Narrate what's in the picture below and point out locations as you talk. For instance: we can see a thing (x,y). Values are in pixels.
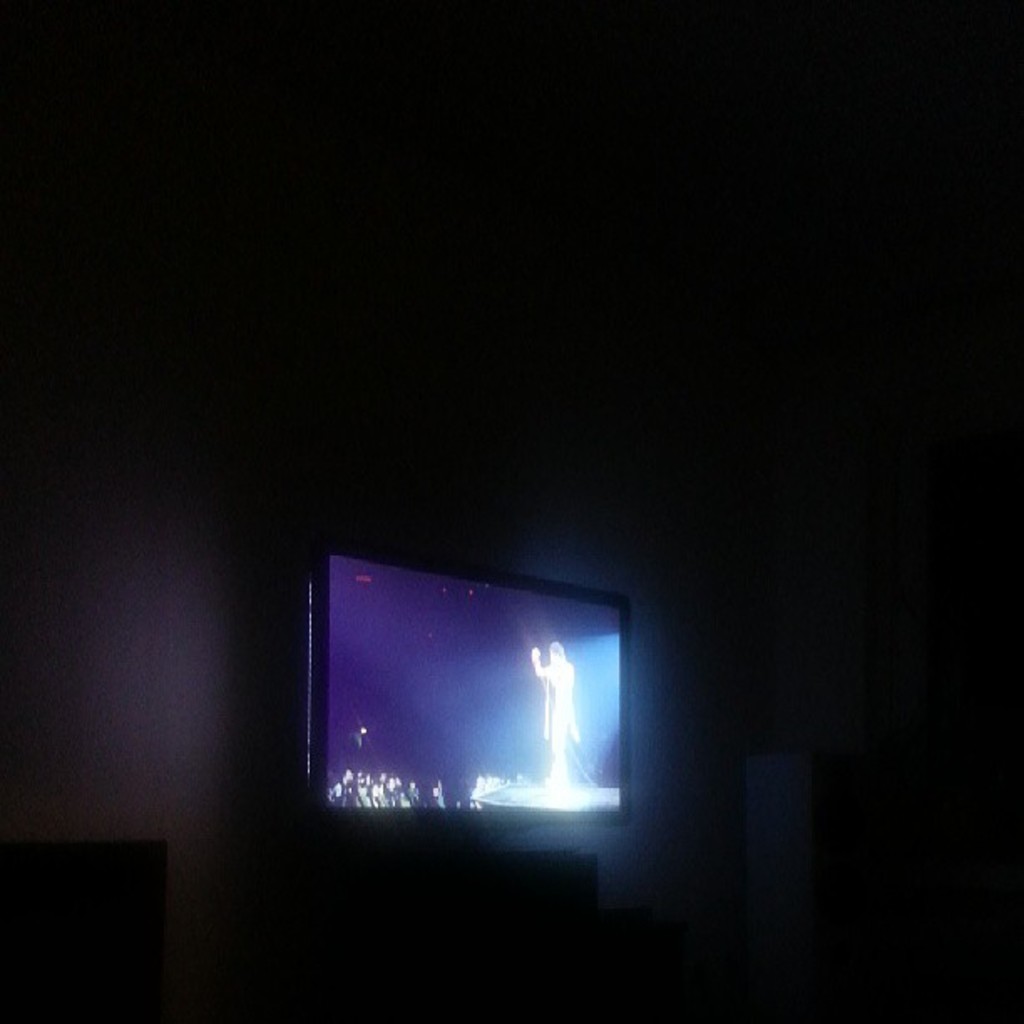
In this image we can see a television (538,811) placed on the table (438,944). On the backside (645,432) we can see a wall (647,425).
